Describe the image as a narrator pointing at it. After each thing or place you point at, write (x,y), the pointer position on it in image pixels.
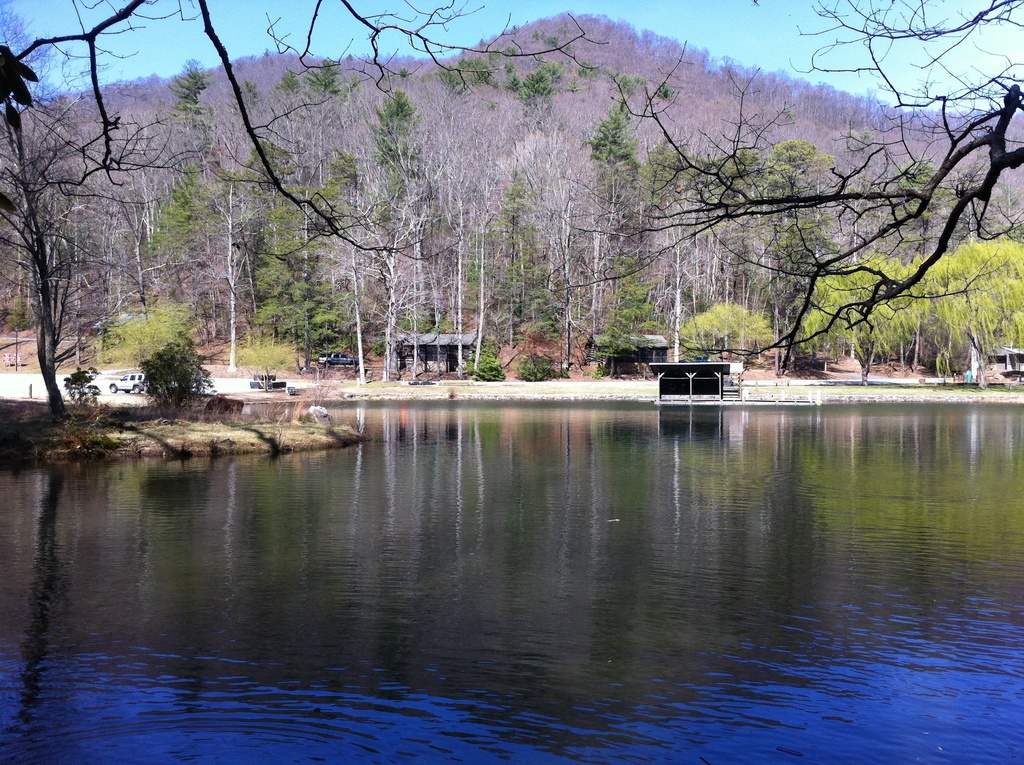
In the picture we can see water (646,674) and far away from it, we can see some grass surface (40,434) on it, we can see a small shed (714,367) with pillars (721,380) and behind it we can see trees (323,243) and hills (324,139) with trees (265,175) on it and a sky (1002,37).
